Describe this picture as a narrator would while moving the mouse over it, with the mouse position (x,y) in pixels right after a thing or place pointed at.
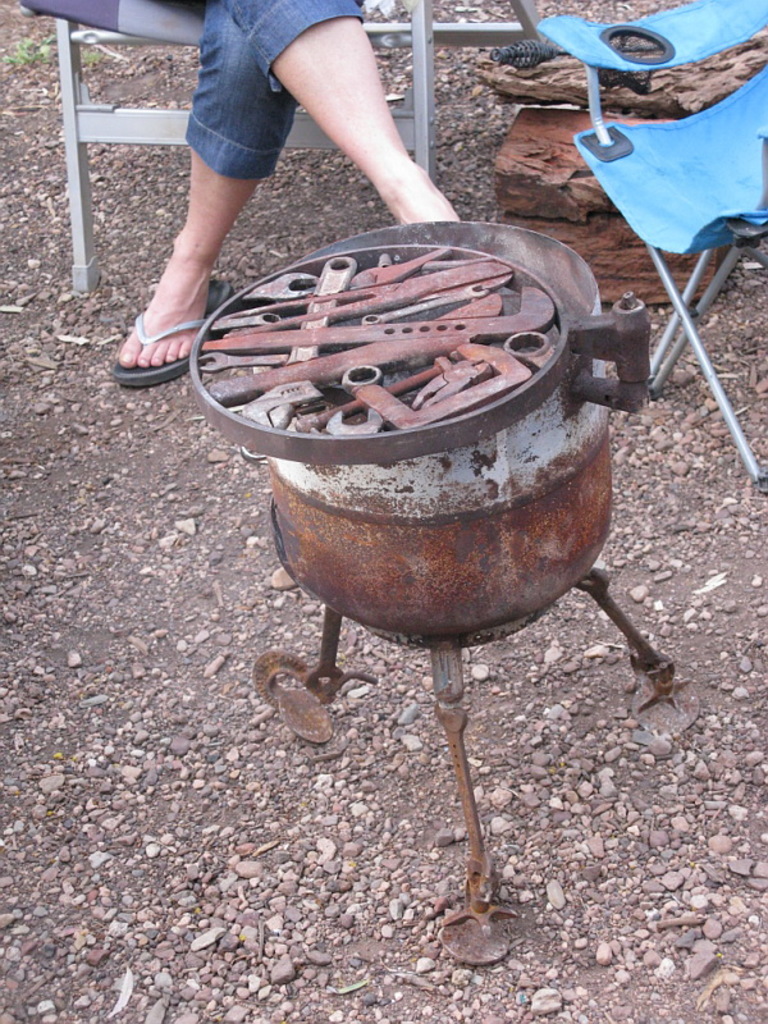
In this image in the front (336,469) there is an iron stand (434,457). In the background (596,92) there is an empty chair (626,133) and there is a person (277,103) sitting on the chair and there are stones (44,634) on the ground (725,420).
